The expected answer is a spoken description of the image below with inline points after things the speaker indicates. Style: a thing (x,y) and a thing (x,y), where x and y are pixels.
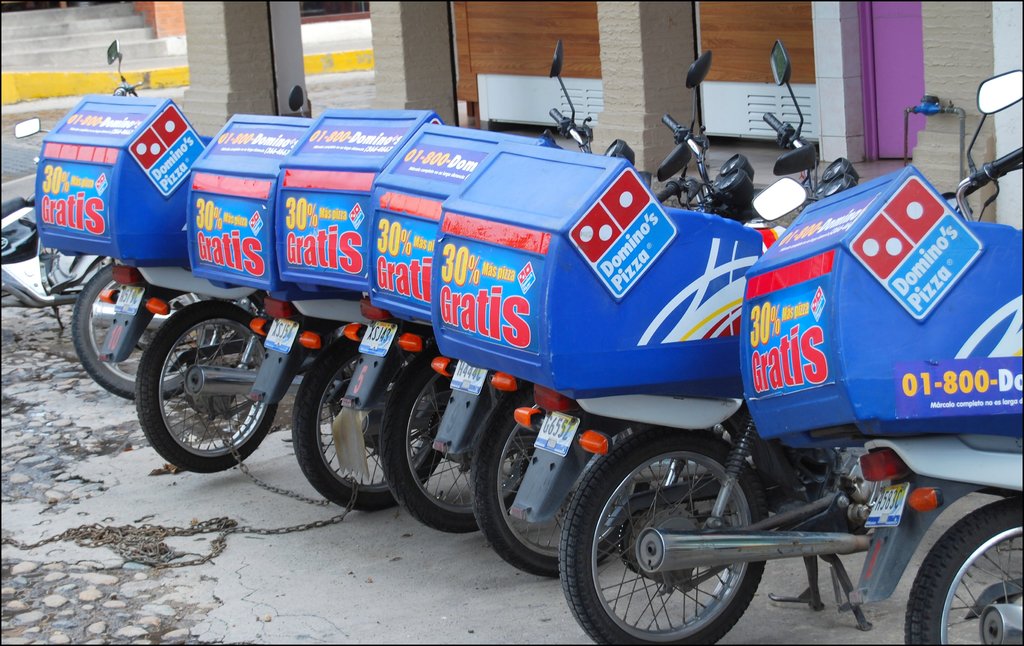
In this picture, we see many bikes (533,479) with blue color boxes (398,301) are parked on the road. On the boxes (475,356), we see text (621,240) written as "DOMINO'S PIZZA". In the background (509,82), we see pillars (648,102) and a building (759,24) in white and brown color. We even see a pink door (912,105) and staircase (121,15). In the left top of the picture (145,56), we see a staircase (54,49).
